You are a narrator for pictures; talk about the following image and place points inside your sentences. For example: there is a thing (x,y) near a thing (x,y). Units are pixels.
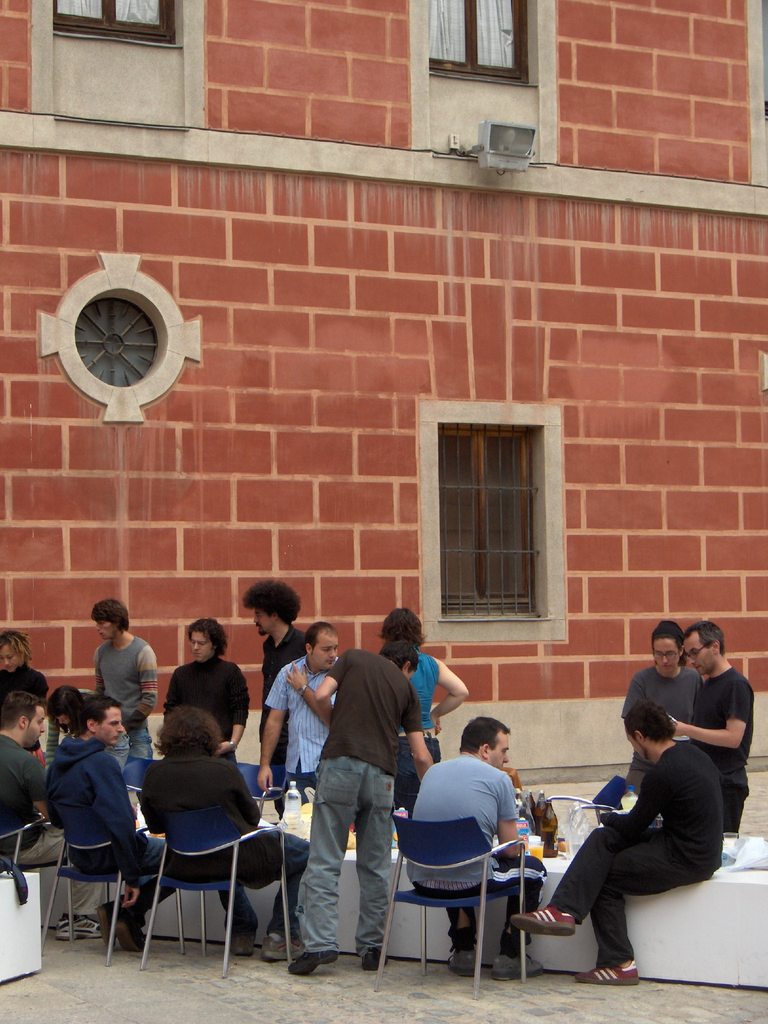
In this image, there are a few people (390,822). Among them, some people (437,888) are sitting on chairs (23,830). We can also see a white colored object (739,937) with some bottles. We can see the ground (137,966) and some objects (38,914) on the left (44,975). We can also see the wall (352,444) with a few windows (440,65) and curtains (461,28). We can also see an object (501,128) attached to the wall (519,173).
